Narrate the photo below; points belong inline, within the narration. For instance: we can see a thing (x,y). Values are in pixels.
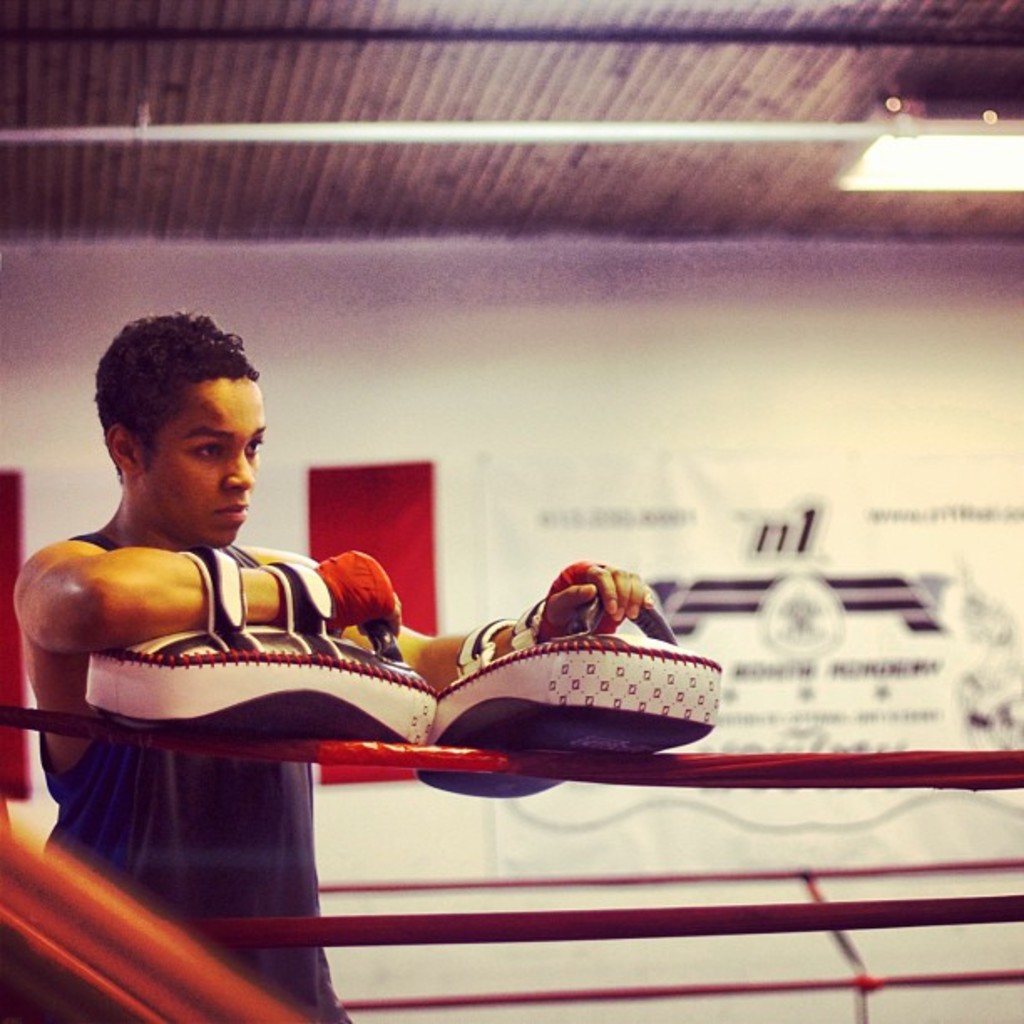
In this image we can see a person (179,808) wearing the arm pads (624,690) on his hands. In the foreground (796,784) we can see some ropes (765,916). In the background (987,577), we can see a banner (859,538) with some text (797,659). At the top of the image (952,149) we can see lights (959,153) and a pole (858,131) on the roof (700,173).
